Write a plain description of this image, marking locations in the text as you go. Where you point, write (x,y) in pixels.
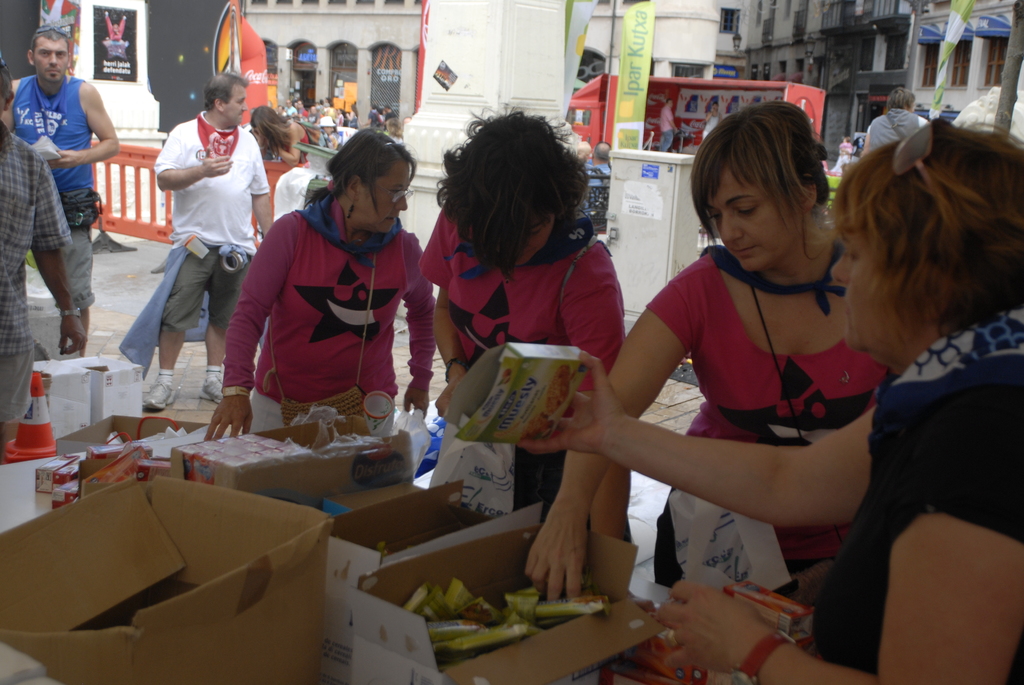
In the picture we can see some people (974,580) are standing and buying some things (202,470) which are placed in the boxes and in the background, we can see some people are standing on the path (100,304) and behind it, we can see some buildings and near to it we can see some truck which is red in color.
